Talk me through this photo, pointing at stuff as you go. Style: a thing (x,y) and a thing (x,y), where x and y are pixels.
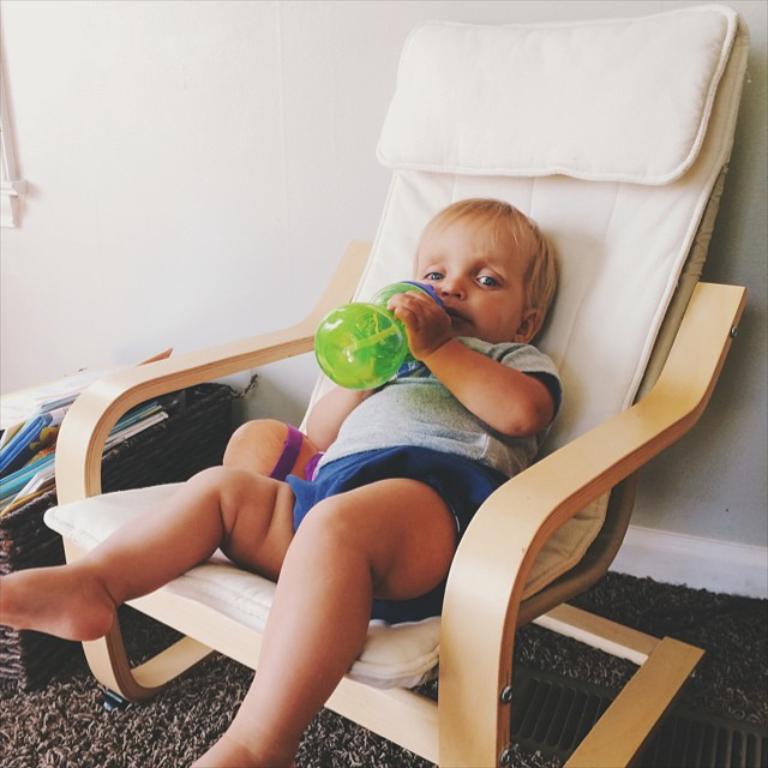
In this image there is a kid (449,398) sitting on the chair (639,317) and holding sipper (397,359) in his hand (416,309).
